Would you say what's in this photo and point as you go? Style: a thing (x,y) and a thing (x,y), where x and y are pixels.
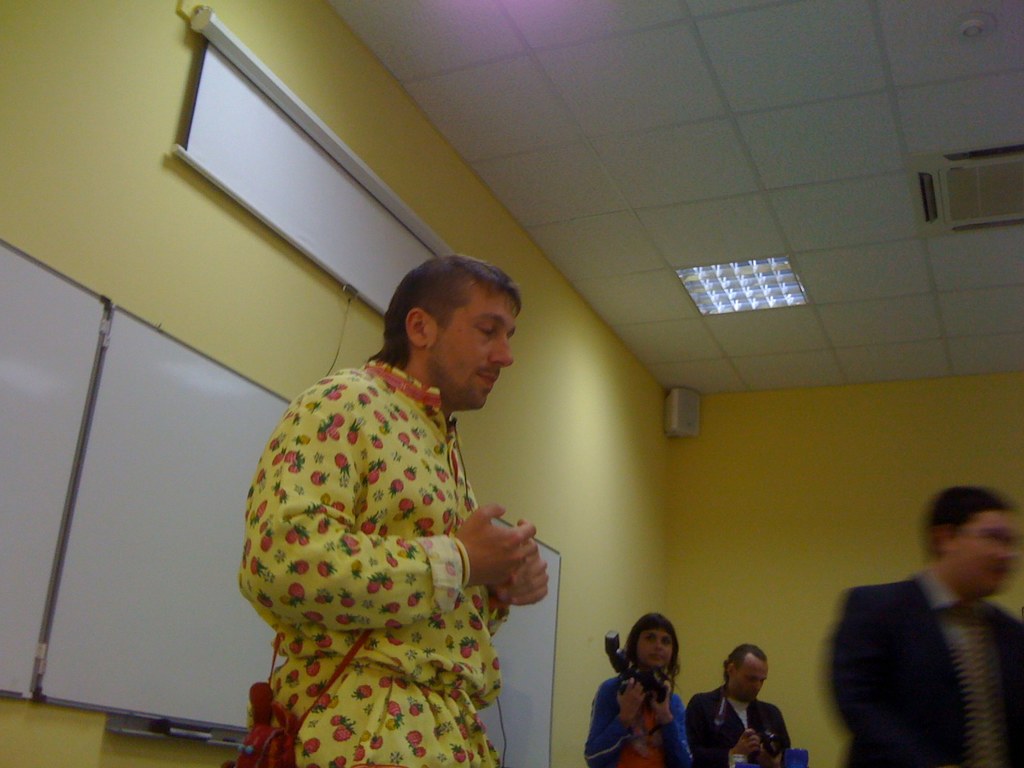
In this image there are a few people (533,554) standing, behind them on the wall (149,293) there are boards (104,348) and a screen (251,167), on top of the ceiling (737,343) there are lamps (758,294) and a speaker (691,407).
